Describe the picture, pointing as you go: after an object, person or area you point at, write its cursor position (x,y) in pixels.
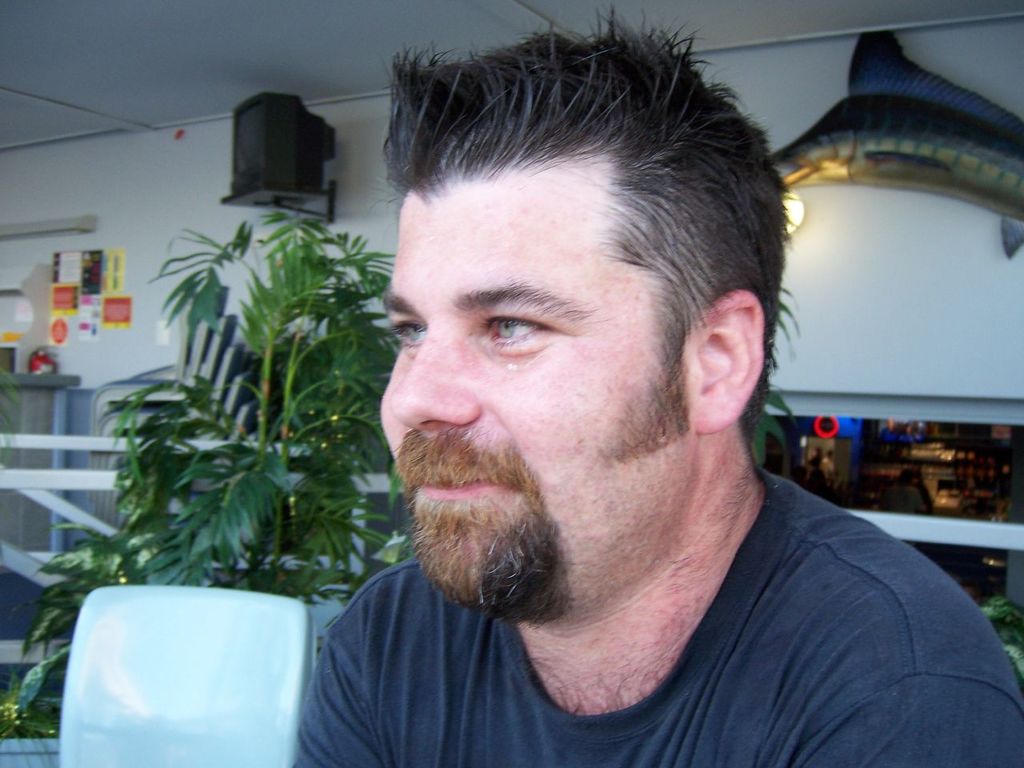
In the picture I can see a man (595,419). In the background (338,511) I can see plants (284,417), fence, ceiling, lights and some other objects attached to the wall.
